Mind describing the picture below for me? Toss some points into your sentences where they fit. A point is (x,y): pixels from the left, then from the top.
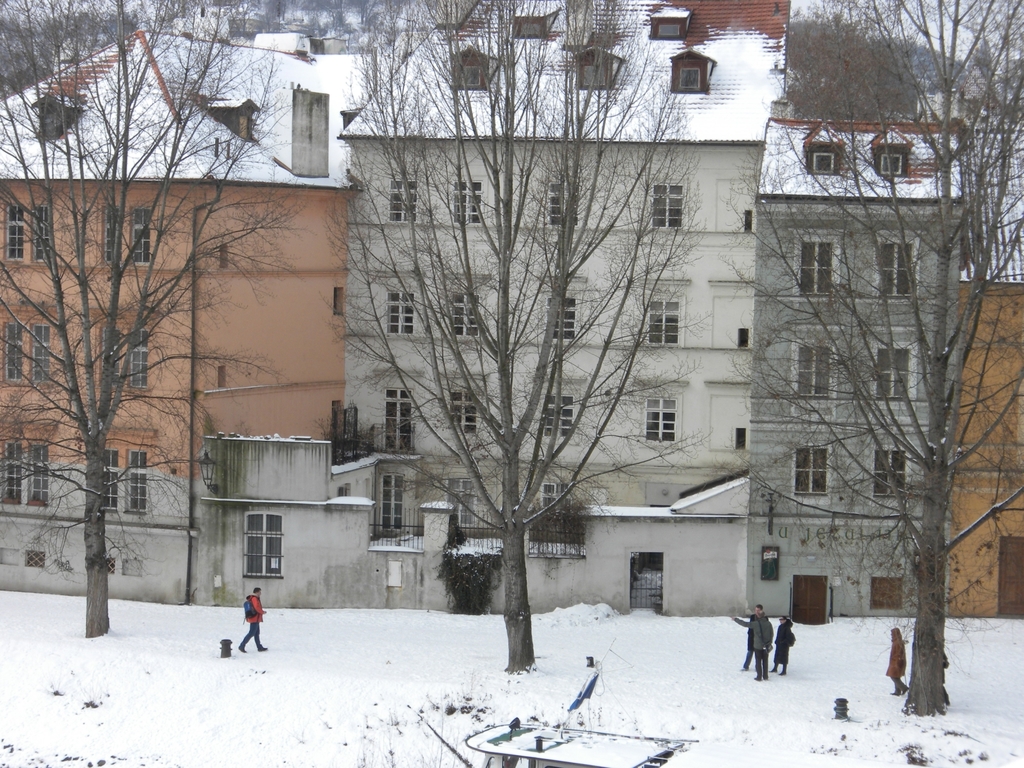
In this picture we can see there are some people (783,645) standing and a person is walking on the snow (278,644). Behind the people (790,629) there are trees (169,171) and buildings (626,188).
